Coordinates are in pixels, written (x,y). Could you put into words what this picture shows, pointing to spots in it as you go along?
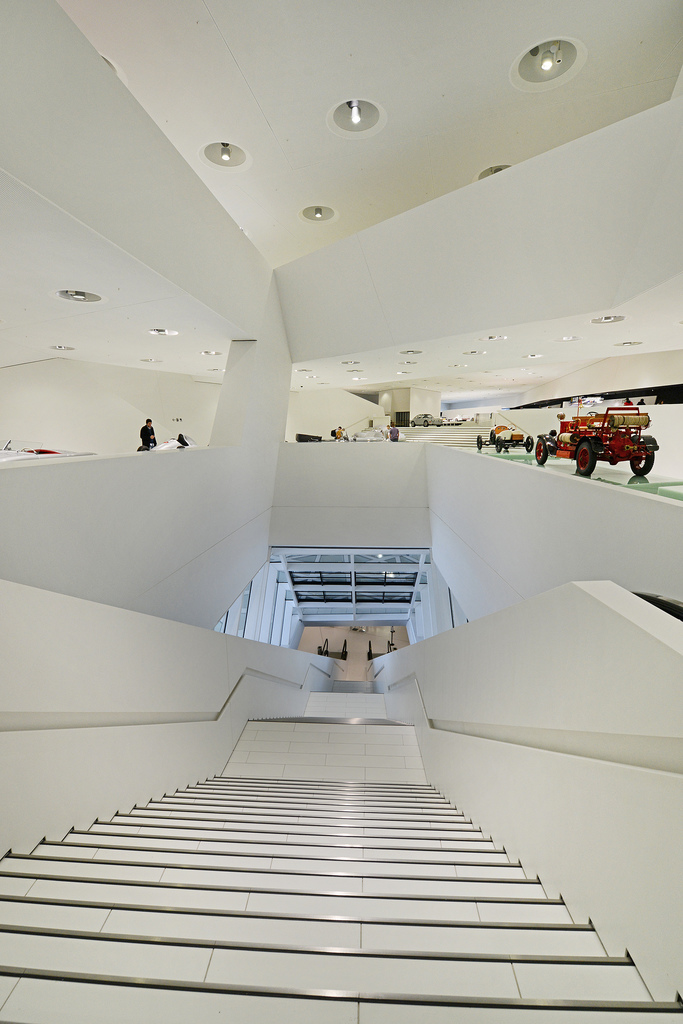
In this image I can see at the bottom (241,952) there is the staircase (431,900), on the right side (622,427) it looks like a vehicle (632,425). At the top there are ceiling lights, on the left side (154,438) it looks like a person (142,446).
